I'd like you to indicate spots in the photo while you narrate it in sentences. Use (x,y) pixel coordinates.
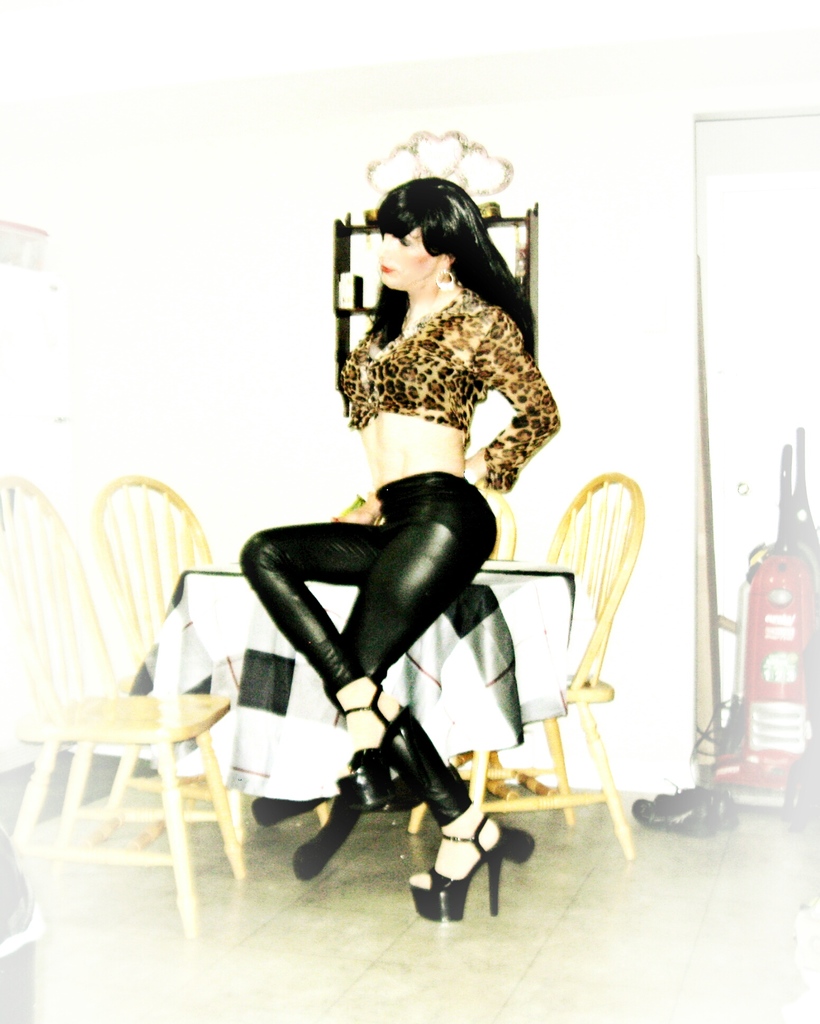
there is room (167,412) and there is one table (203,566) and 4 chairs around the table (511,645) and one woman (455,566) is sitting on the table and she is wearing black pant (440,482) and yellow top (430,367) and also wearing the shoes (480,864) and also she is wearing the earrings (445,284) and the wall (369,251) has small table (362,260) and there are some other shoes (693,808).
